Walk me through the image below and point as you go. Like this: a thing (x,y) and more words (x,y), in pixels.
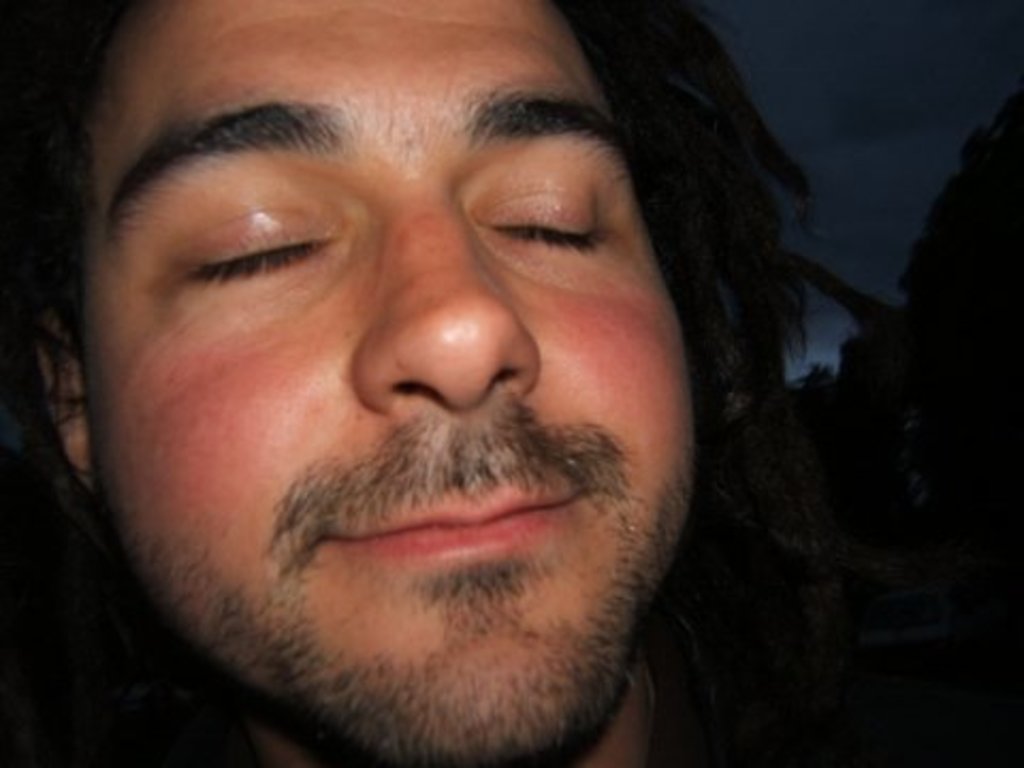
In this image we can see one man face (445,614) with closed his eyes (596,231) and smiling. There is one black object (976,287) on the right side of the image (976,348) and there is a dark background (974,93).
